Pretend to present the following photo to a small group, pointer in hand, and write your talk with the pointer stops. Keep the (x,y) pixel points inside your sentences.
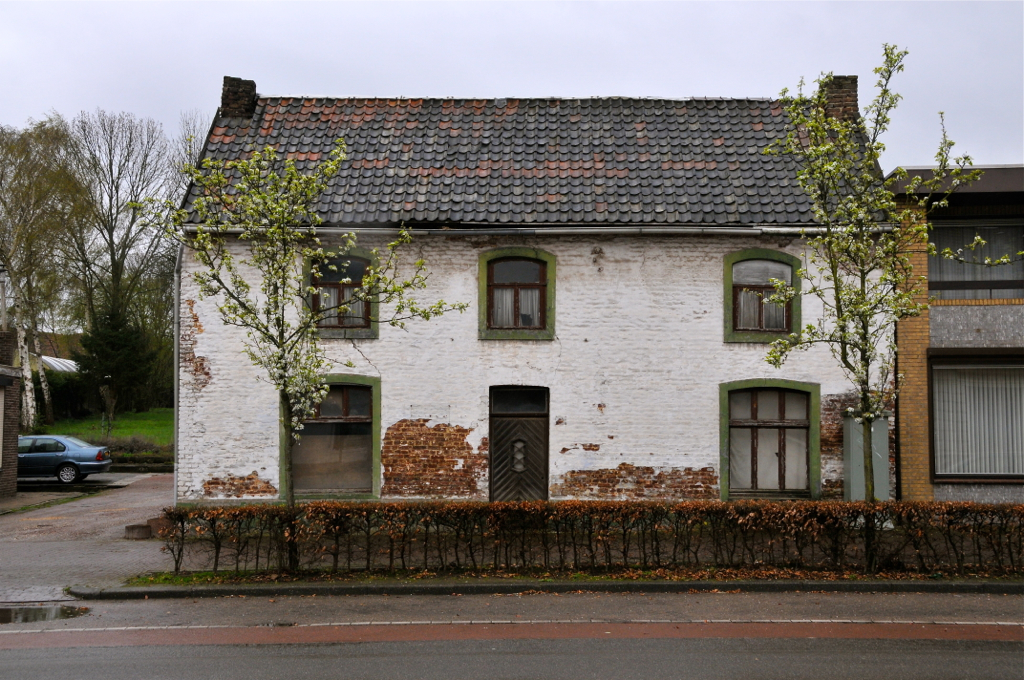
There is a house (786,324) in the center of the image (559,335), on which there are windows (360,415) and there are plants (559,524) at the bottom side of the image (464,531), there are trees (76,313), grassland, and a house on the left side of the image (135,284), it seems to be there is another house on the right side of the image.
